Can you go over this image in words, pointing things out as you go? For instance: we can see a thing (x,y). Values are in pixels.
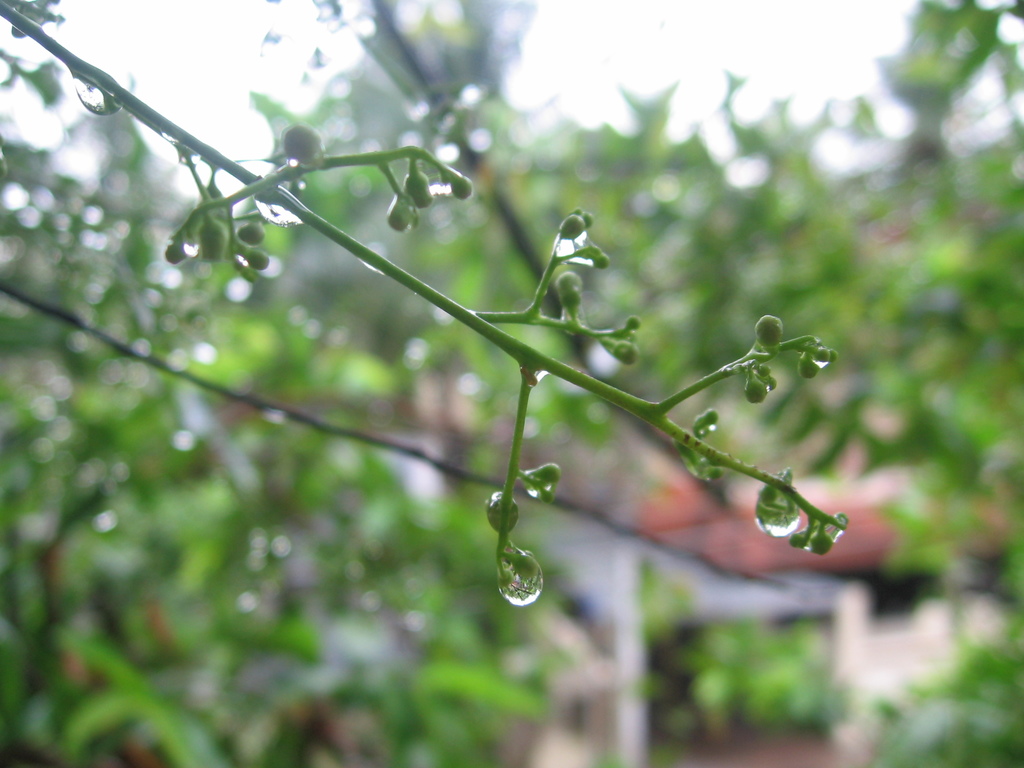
In this image we can see that there are droplets (525,482) of water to the buds (751,385) of the tree (659,406). In the background (470,626) there are trees (925,488).
